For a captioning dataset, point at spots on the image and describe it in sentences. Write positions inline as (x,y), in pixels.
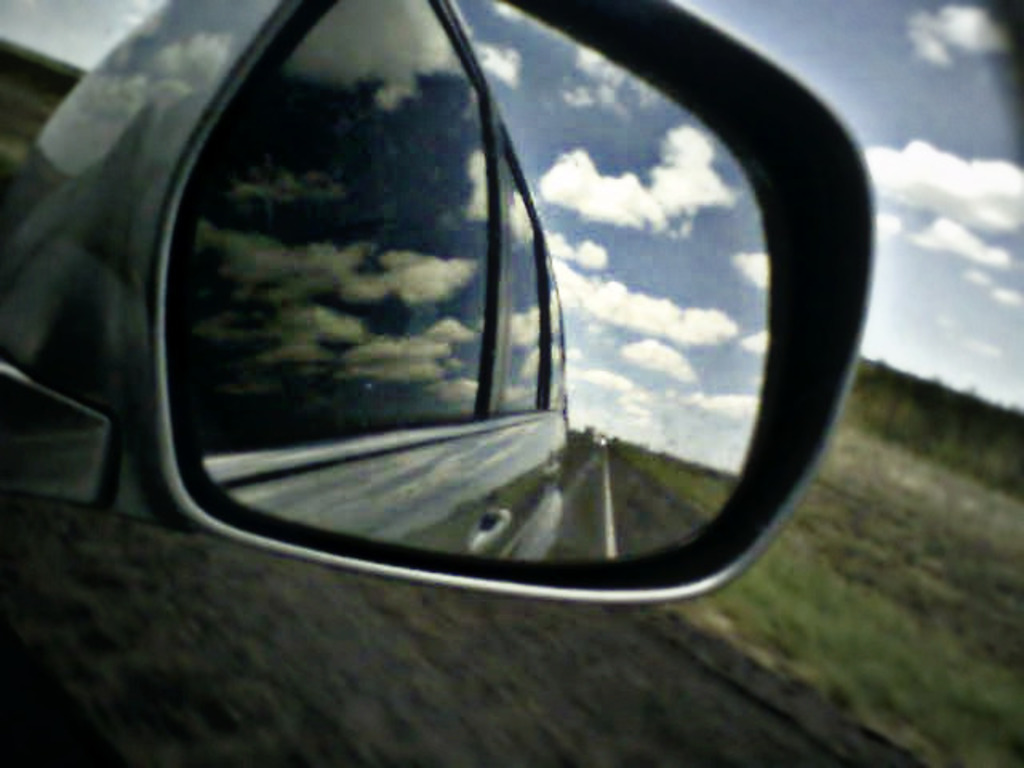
In this image there is a car mirror (577,477), in that mirror (574,288) there is a road (602,500) and the sky (651,308) are visible, on the right side (942,420) there is a grassland (925,617) and the sky (938,294).
